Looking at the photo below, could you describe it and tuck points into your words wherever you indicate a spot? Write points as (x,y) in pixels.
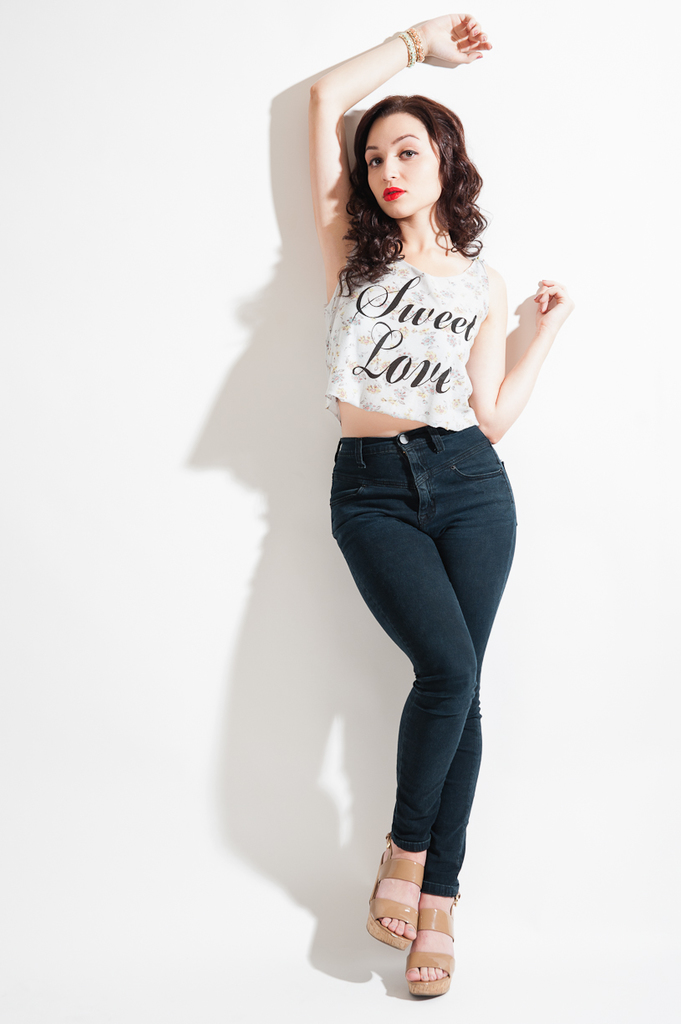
In the center of the image (380,444) we can see a lady (478,432) is standing and raising her hand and wearing top (448,386), jeans (467,614), heels (404,918). In the background of the image (56,552) we can see the wall (21,579). At the bottom of the image (458,942) we can see the floor (631,1019).
